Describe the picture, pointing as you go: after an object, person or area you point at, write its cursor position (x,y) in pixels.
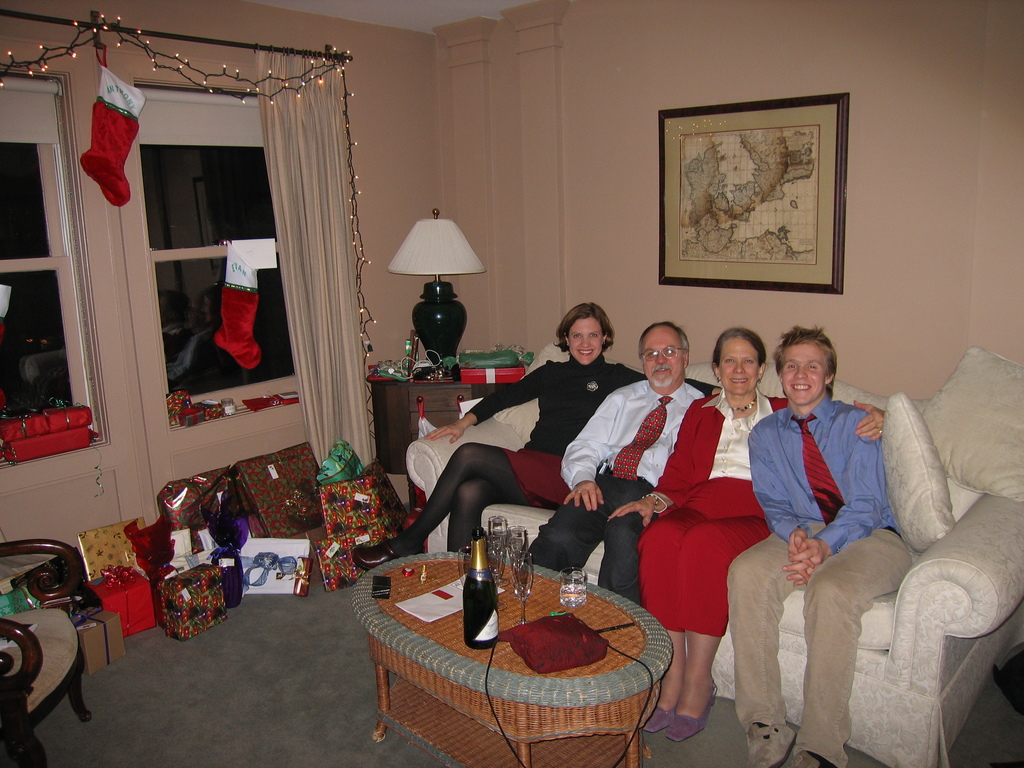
There are four people (692,440) sitting in a white sofa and there is a table (506,583) in front of them which consists of a wine bottle (491,595) and some glasses (513,540) and there are gifts (270,487) beside them.
